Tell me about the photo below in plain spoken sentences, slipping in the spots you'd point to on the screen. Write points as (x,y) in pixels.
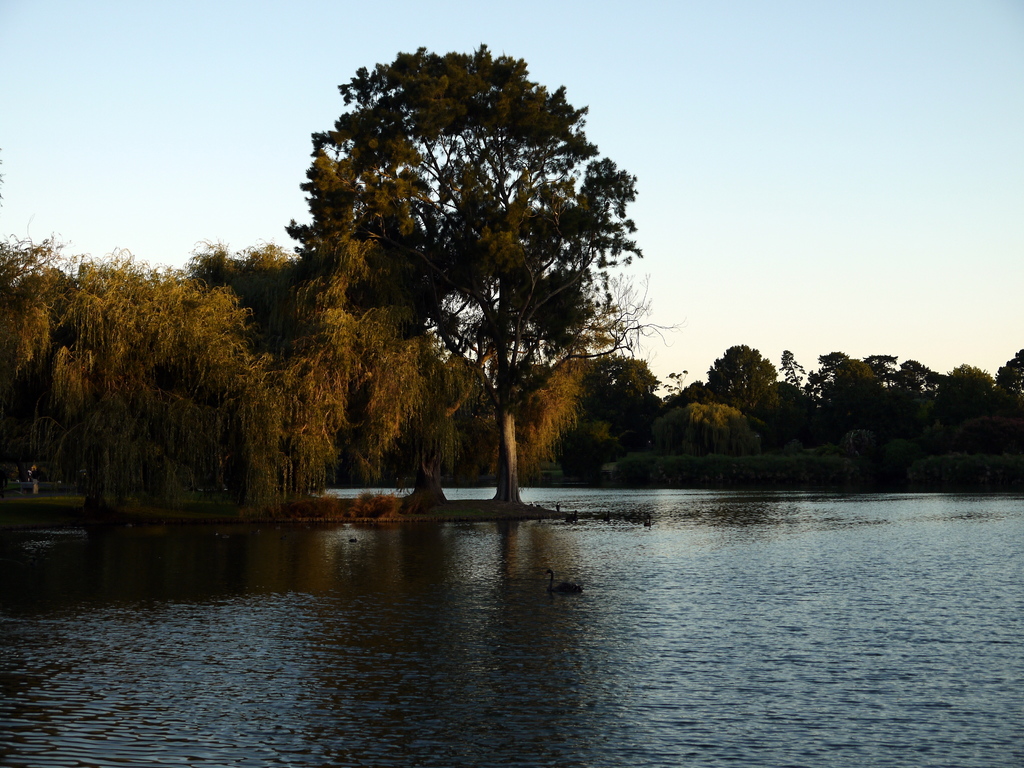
In this image we can see ducks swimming in the water (661,664), trees (334,429) and the sky (653,133) in the background (710,134).
